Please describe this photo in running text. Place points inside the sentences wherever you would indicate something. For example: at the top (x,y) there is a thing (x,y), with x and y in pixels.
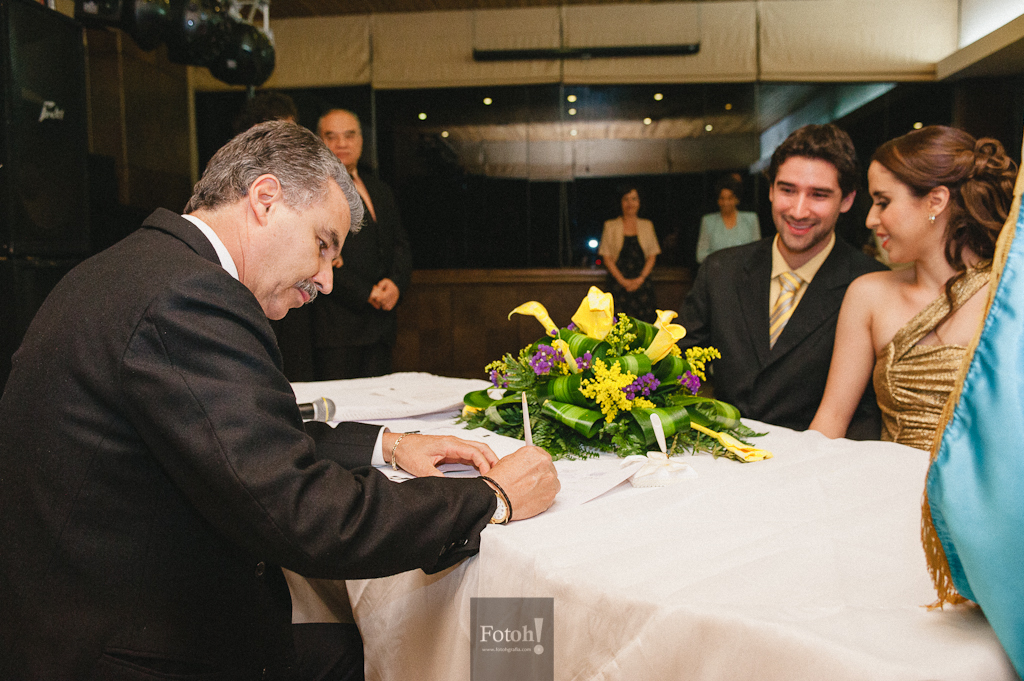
In the center of the image (439,397) there is a table (682,583) and we can see a bouquet (616,447), papers (361,420) and a mic (313,417) placed on the table (667,509). On the left (267,653) there is a man (289,605) sitting and writing. In the background (634,315) there are people (633,257) standing. On the right (926,342) we can see a lady (894,371) and a man (800,384) sitting on the chair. At the top (203,47) there are lights (249,62). In the background (750,68) there is a wall (439,302).
